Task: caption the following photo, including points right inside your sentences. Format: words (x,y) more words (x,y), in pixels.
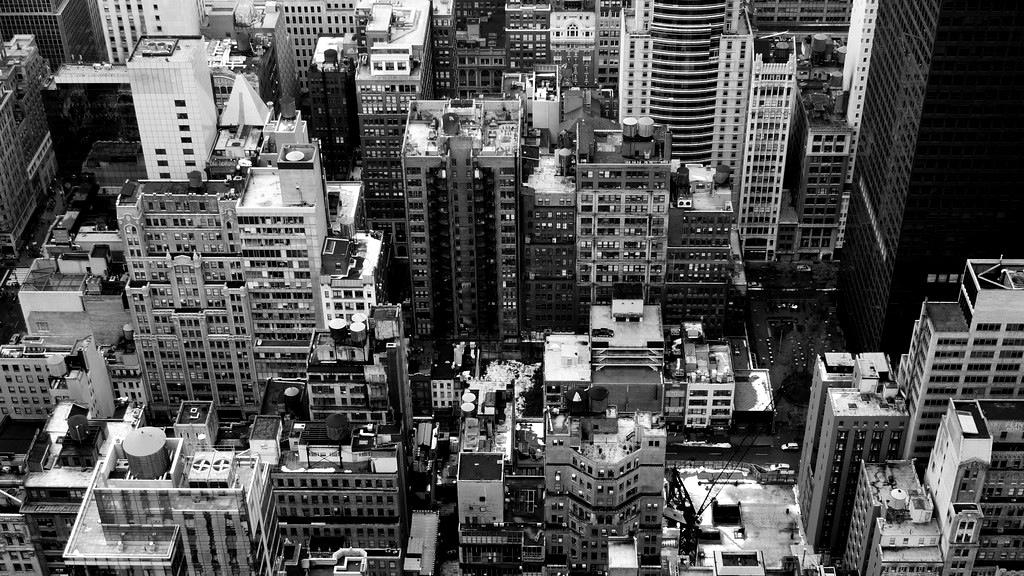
In this picture we can see a group of buildings (514,314).
